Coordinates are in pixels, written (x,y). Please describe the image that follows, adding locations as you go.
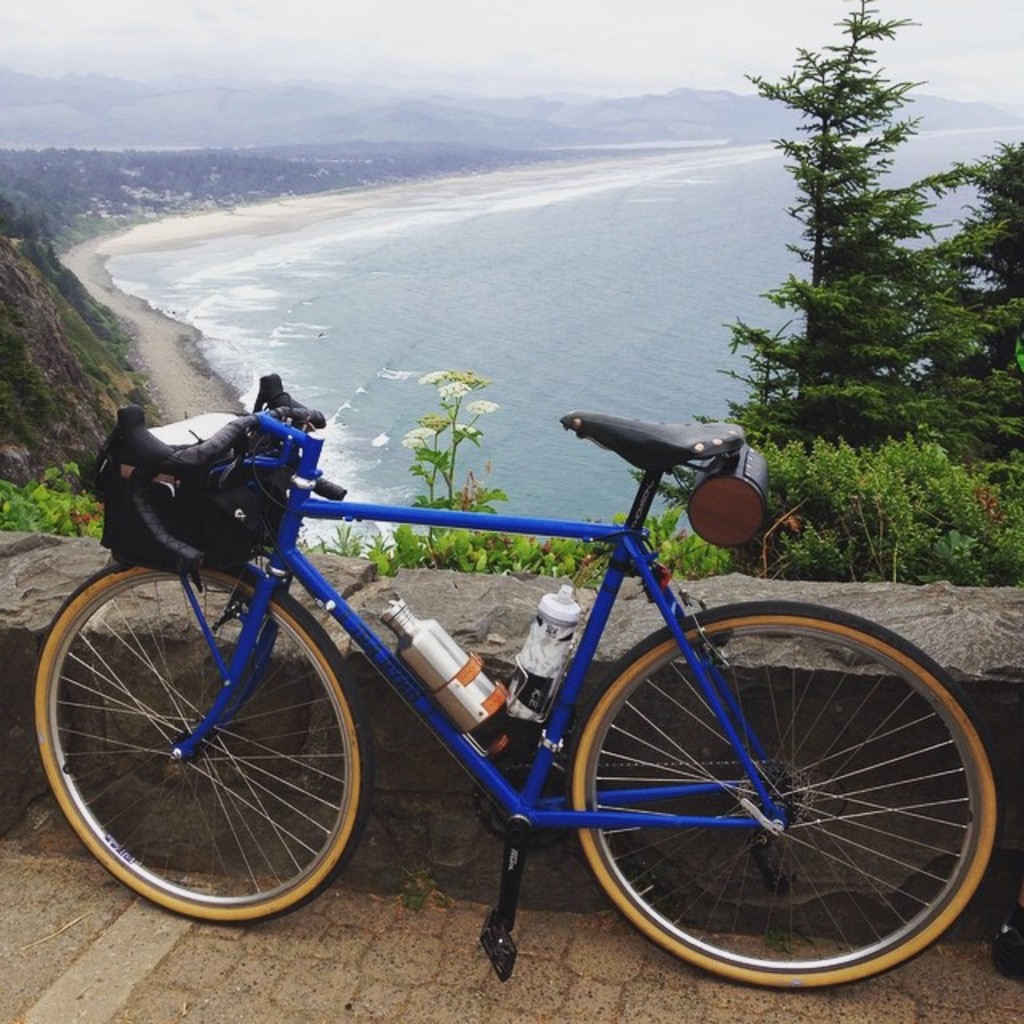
In this picture there is a bicycle (735,890) on the road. At the back (383,96) there are mountains (550,115) and trees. At the top (594,43) there is sky (133,12). At the bottom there is pavement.
